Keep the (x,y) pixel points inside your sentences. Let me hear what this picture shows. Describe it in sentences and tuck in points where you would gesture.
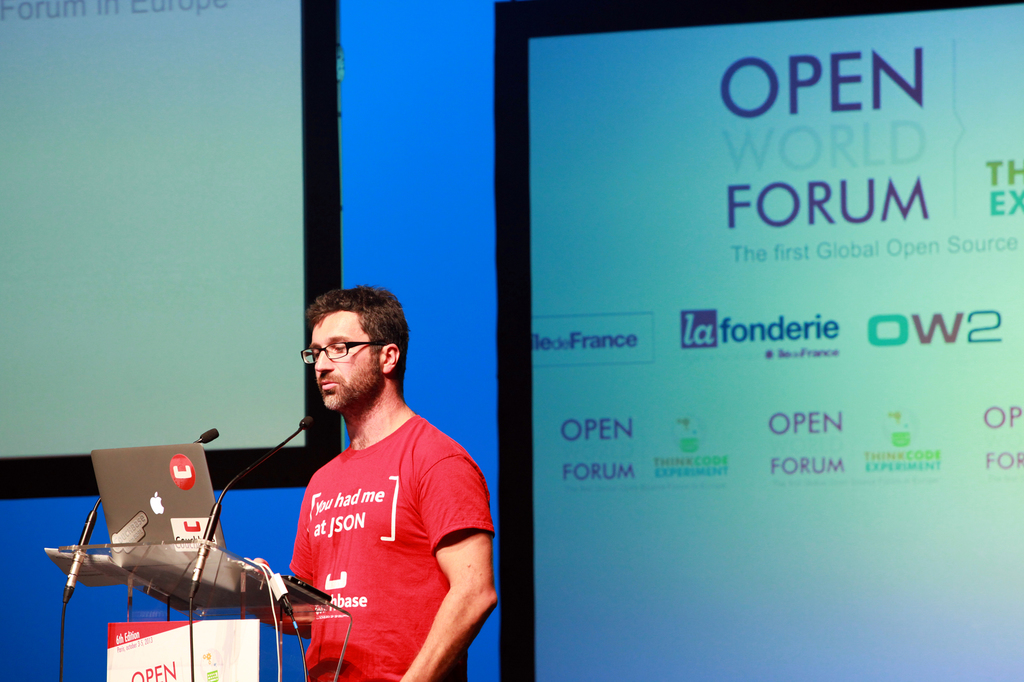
To the left side of the image (167,555) there is a glass podium (207,580) with laptop (147,456), posters (212,646) and mics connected with wires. In front of the podium (227,566) there is a man (394,540) with red t-shirt (386,540) is standing and wearing spectacles (347,353). Behind him to the right side (760,142) there is a screen (658,336) with few names (897,76) on it. To the left top corner of the image (178,97) there is a screen (170,235).
